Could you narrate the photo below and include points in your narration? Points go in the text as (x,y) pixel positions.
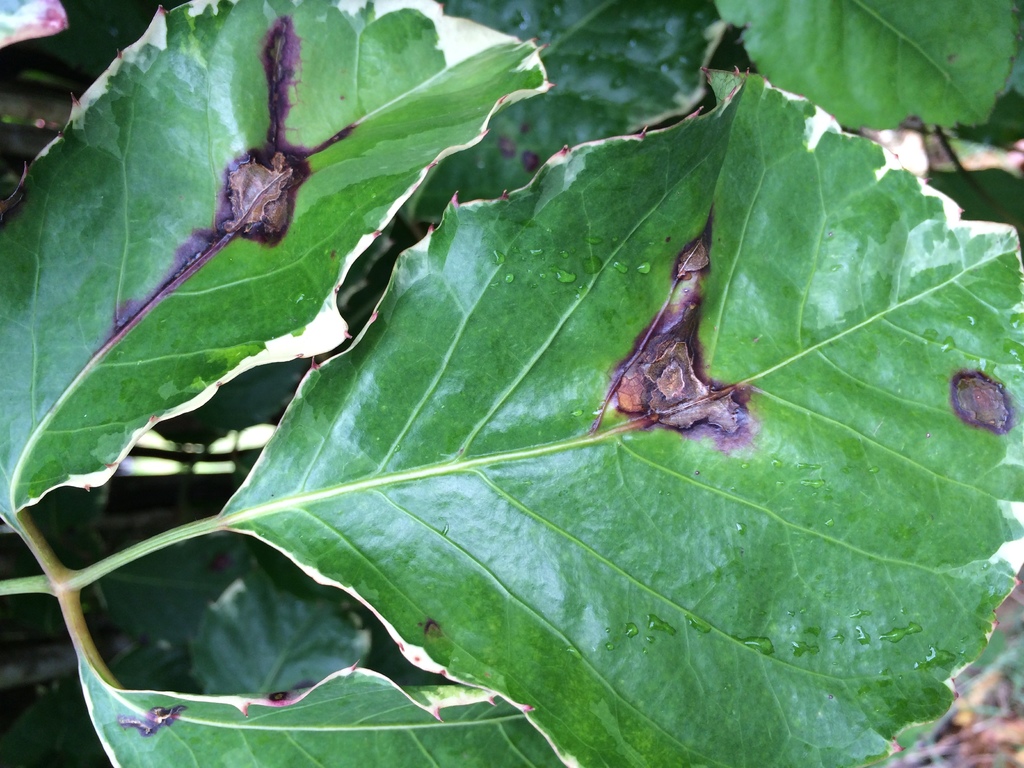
In this image I can see few leaves (707,527) of a tree (469,374) which are green, brown and black in color. In the background (356,279) I can see few other leaves (178,580) which are green in color.
